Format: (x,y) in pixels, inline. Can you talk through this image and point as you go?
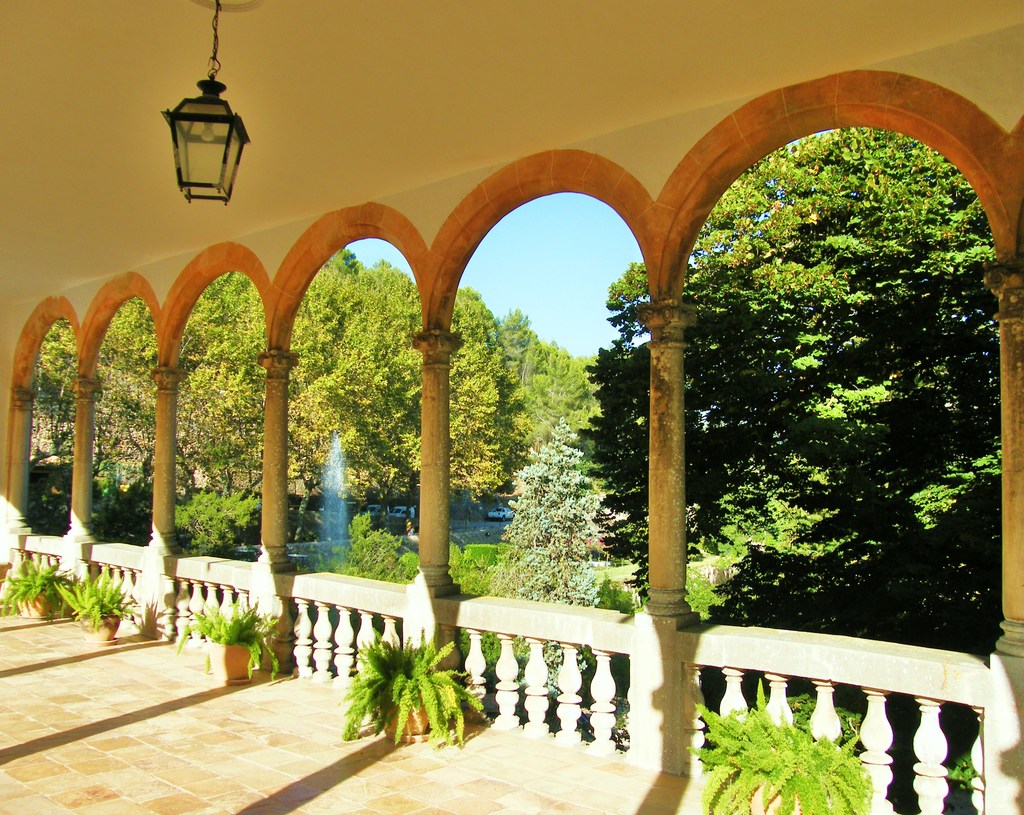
In this image, on the right side (1019,444), we can see some pillars (1019,671), flower pot (393,742), plants (377,554), trees (336,309), vehicles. On the right side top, we can see a sky (607,207). On the left side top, we can see a light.
